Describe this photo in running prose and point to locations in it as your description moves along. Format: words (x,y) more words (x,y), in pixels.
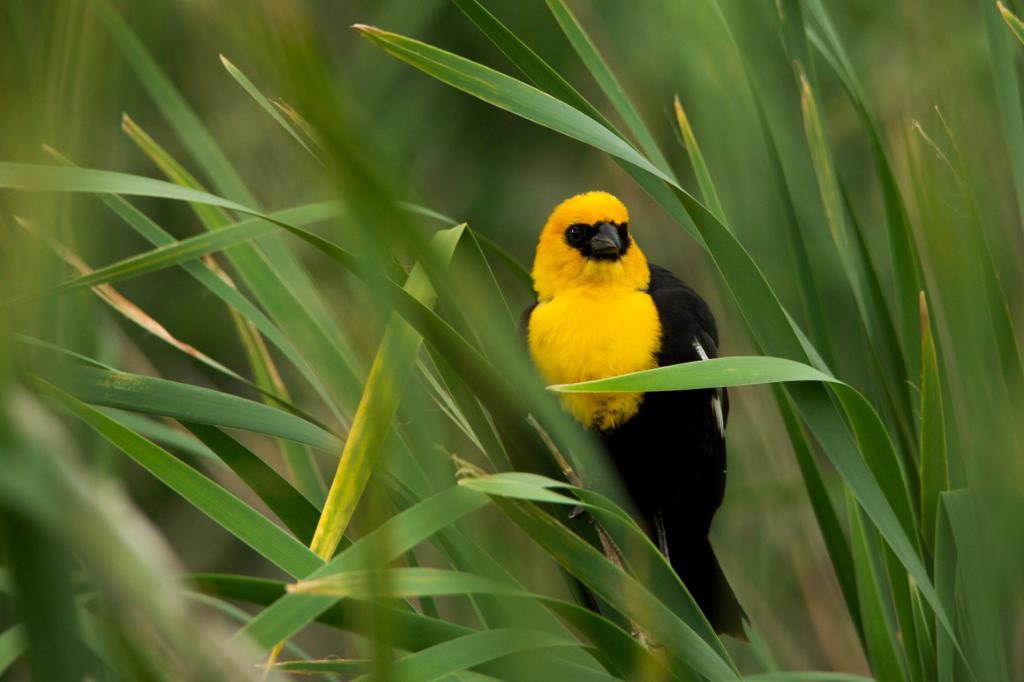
In this image we can see some plants (878,491) and there is a bird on the plant (349,558) and in the background (887,113) the image is blurred.
